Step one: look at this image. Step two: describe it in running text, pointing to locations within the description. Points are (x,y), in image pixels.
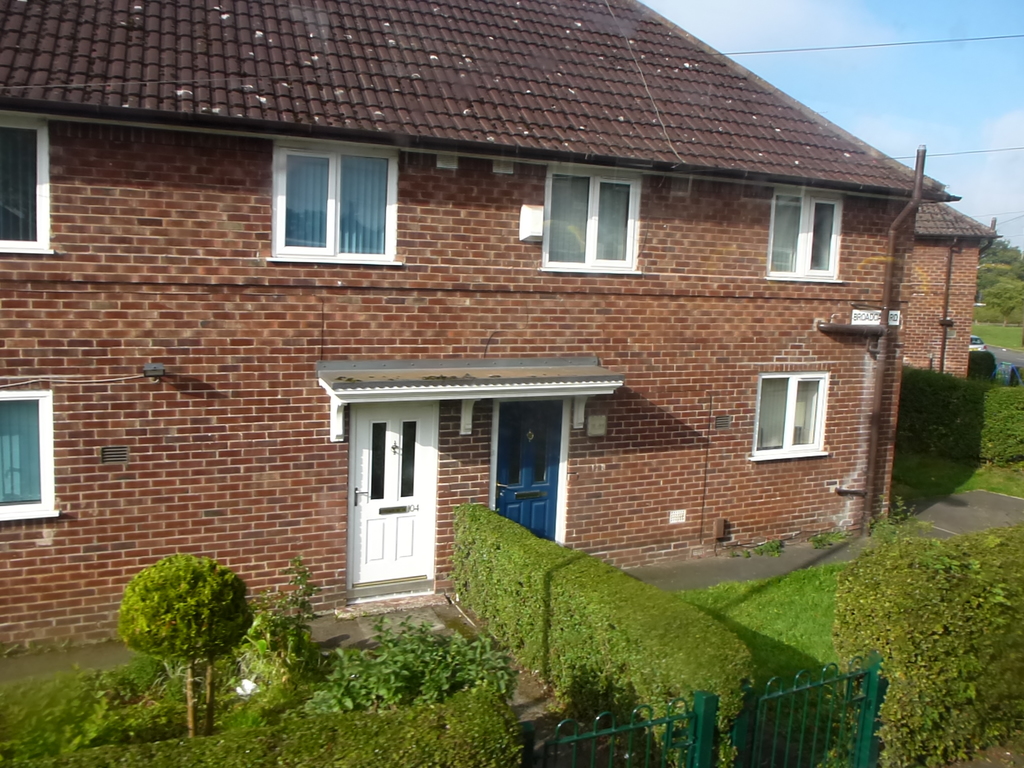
In this image there is the sky (846,54) towards the top of the image (894,59), there are clouds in the sky (960,85), there are wires (949,43) towards the right of the image (961,38), there is a house (461,313) towards the left of the image (339,189), there are windows (767,440), there are doors (539,534), there is a wall (742,253), there is a car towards the right of the image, there are plants (521,617) towards the bottom of the image (633,621), there are plants (992,422) towards the right of the image (1005,436), there are trees (990,277) towards the right of the image (1002,293), there is a gate (750,729) towards the bottom of the image (806,698).
